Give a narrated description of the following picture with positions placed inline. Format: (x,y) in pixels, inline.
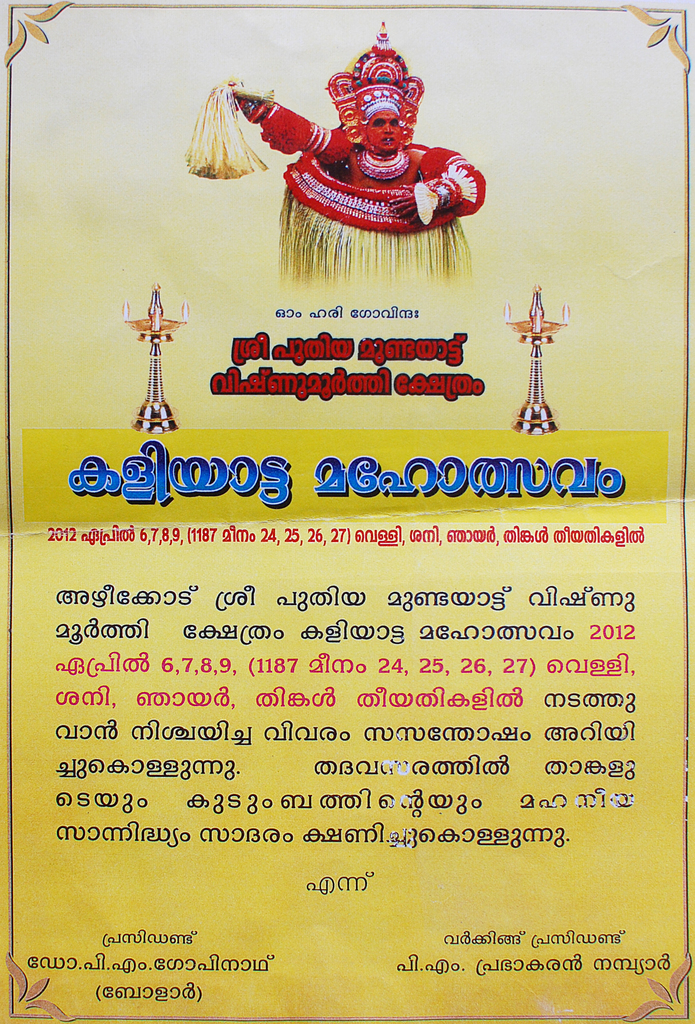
In this image we can see a poster (335,652) on which there is some text (333,764) in different language and there is a man (322,230) who is wearing traditional dress (332,191) of Kerala.
